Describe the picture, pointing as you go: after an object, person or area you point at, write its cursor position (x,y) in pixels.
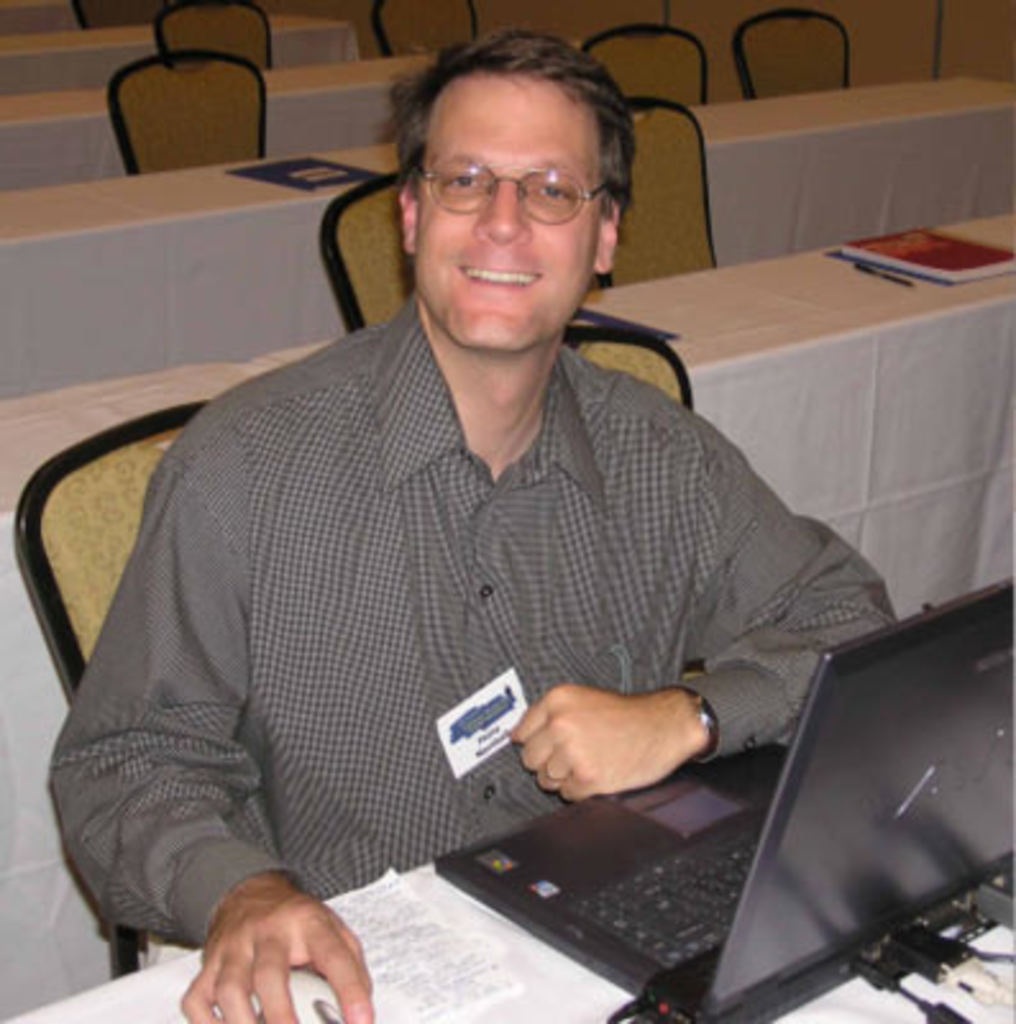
In this image we can see a man (439,643) sitting on the chair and holding a paper (508,722) in his hand (529,723). We can see laptop (814,770) and mouse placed on the table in front of the man (537,560). In the background (111,393) we can see books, chairs (712,233) and tables (720,296).
